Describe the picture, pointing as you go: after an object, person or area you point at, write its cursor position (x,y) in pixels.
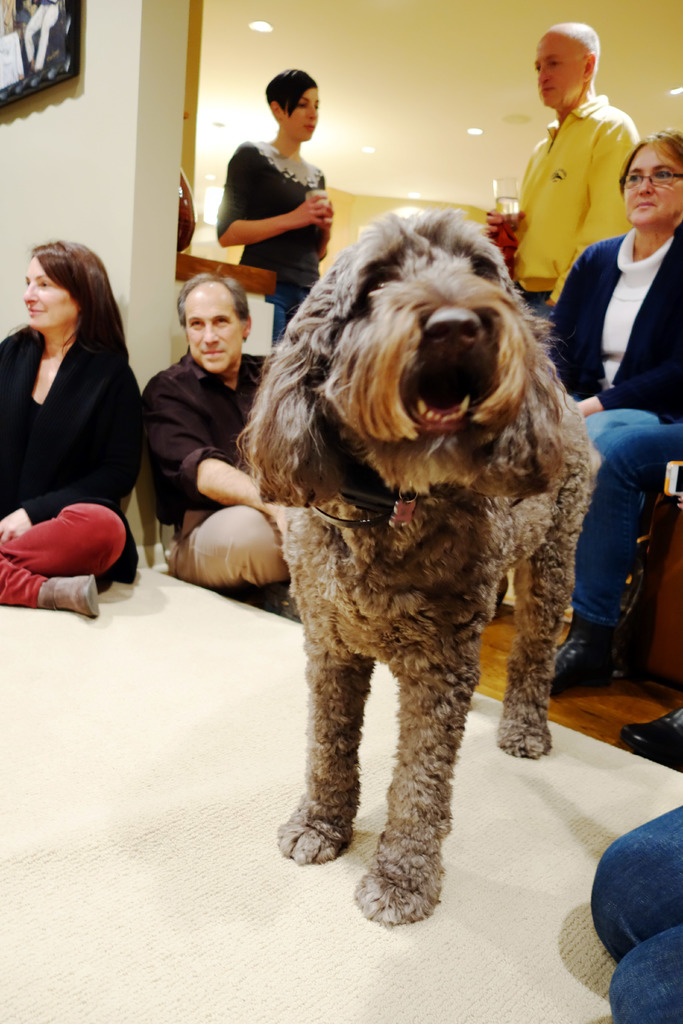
In this image we can see a dog (405,321) standing on the carpet (462,837), persons (234,543) sitting on the floor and chairs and standing on the floor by holding glass tumblers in their hands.
